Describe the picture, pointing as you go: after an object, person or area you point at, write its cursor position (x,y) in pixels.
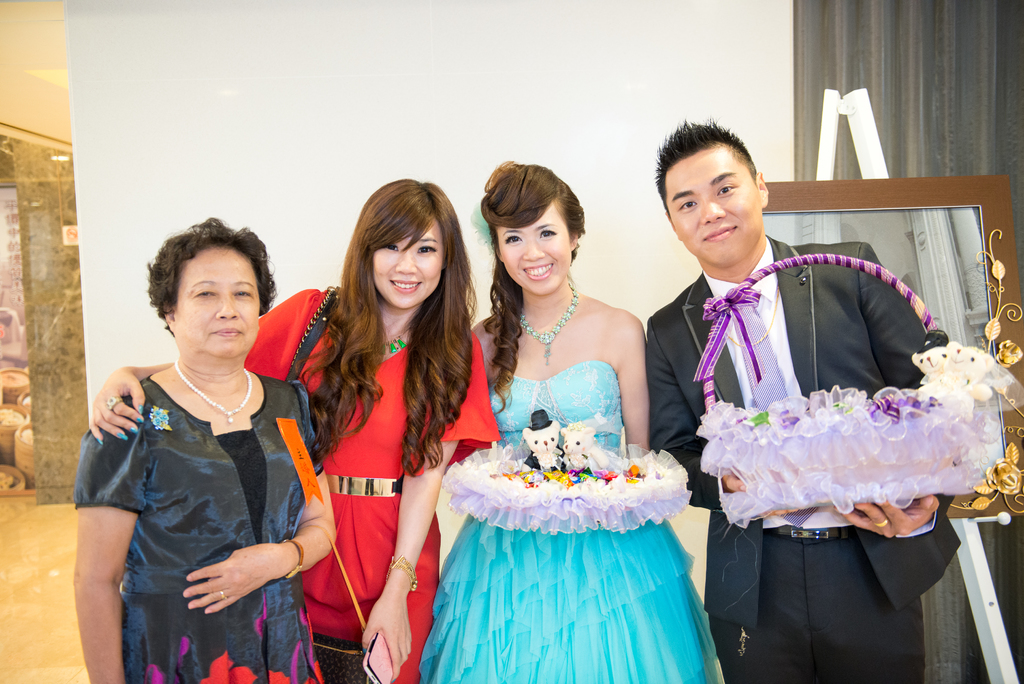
In this image we can see a group of people (400,243) standing. In that a man (828,626) is holding a basket (704,361) decorated with some ribbons (705,364) and a woman (525,570) is holding some toys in a basket (537,491). On the backside (585,171) we can see a photo frame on a stand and a wall (476,171).
